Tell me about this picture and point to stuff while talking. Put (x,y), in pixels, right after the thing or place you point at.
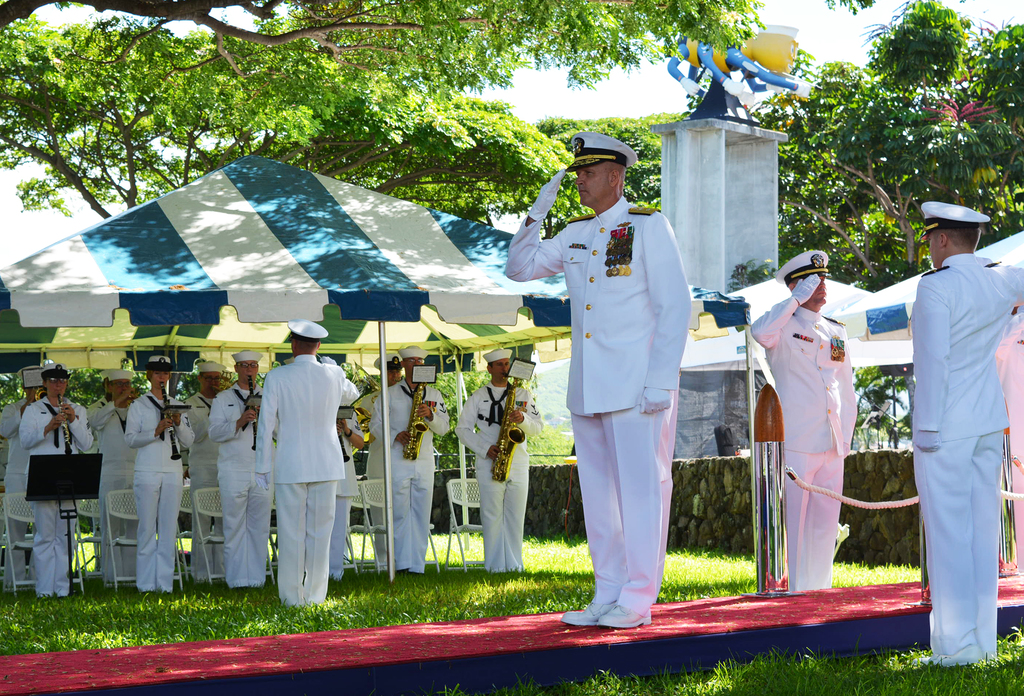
In front of the image there are three people (644,315) doing salute. Beside them there are tents (39,331). Behind them there are a few other people (295,384) playing musical instruments (511,436) and they were standing under the tent (251,297). There are chairs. There is a wall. There is a statue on the pillar (695,274). At the bottom of the image (554,594) there is grass (990,670) on the surface (753,661). In the background of the image (928,15) there are trees (905,157). At the top of the image (663,84) there is sky (606,92).
